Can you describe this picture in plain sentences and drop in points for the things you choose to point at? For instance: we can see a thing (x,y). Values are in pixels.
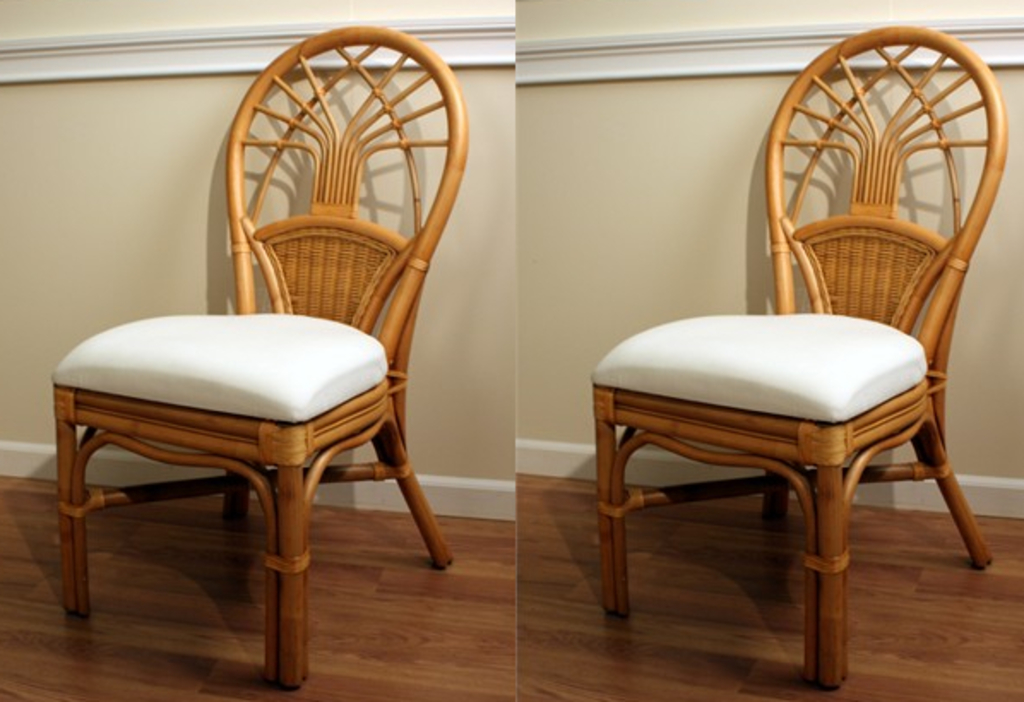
This is the collage image where we can see a wooden chair (298,501) placed on the wooden floor (531,583). In the background (743,304), I can see the wall (491,405).
